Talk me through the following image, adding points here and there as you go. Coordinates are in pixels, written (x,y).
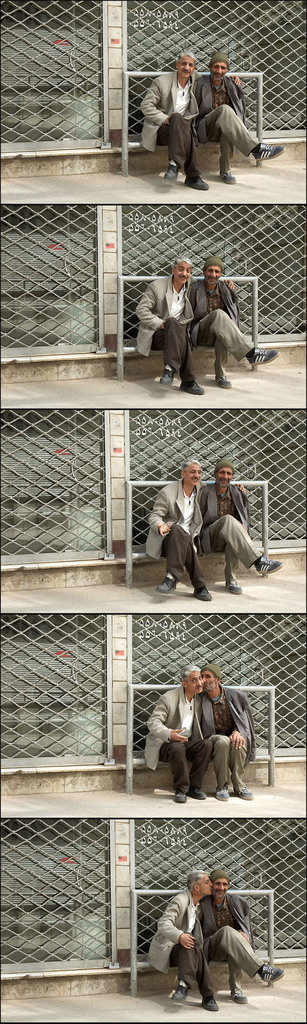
Collage pictures of the same people (280,975). These people (188,133) are sitting. Background (67,861) we can see mesh (196,858). In this picture this man (229,729) is kissing to the beside person (192,690). In the other picture this person (179,906) is kissing to the beside man (233,895).
